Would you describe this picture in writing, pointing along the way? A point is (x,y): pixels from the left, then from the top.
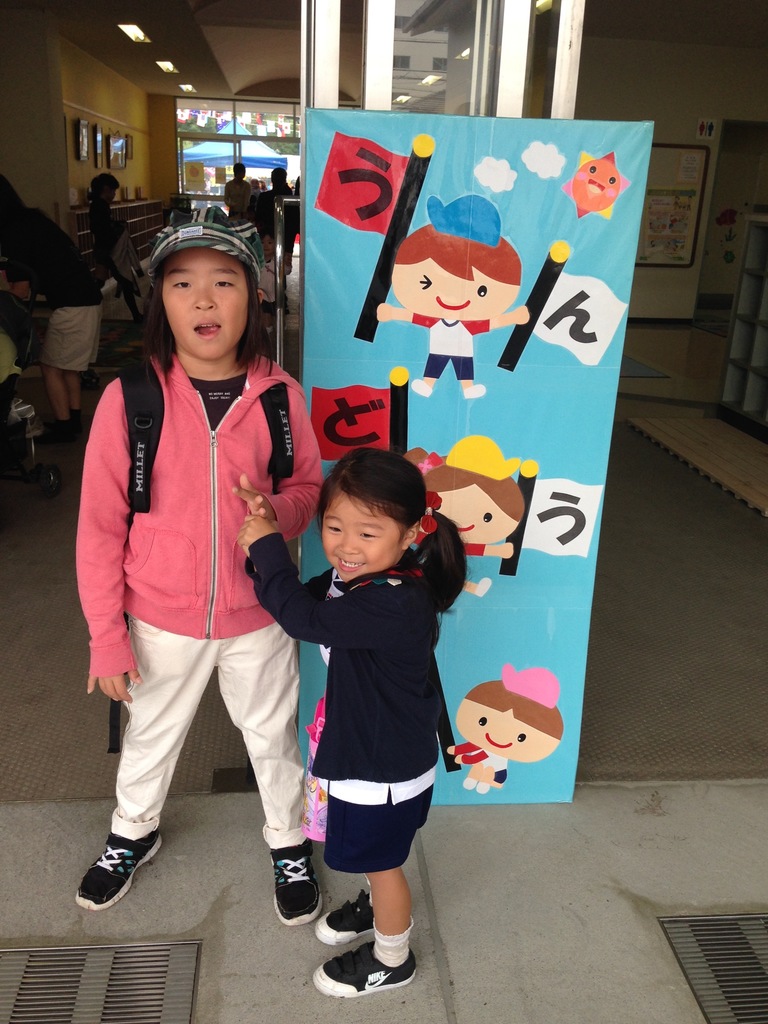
In this picture I can see couple of girls (255,632) standing and a girl (112,445) wore backpack (139,429) and I can see few people (37,282) standing in the back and I can see a board (510,212) with some cartoon pictures (430,325) on it and I can see a photo frame (675,228) on the wall (682,275) with some text (675,228) and I can see few lights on the ceiling (255,81) and looks like few photo frames (124,153) on the left side wall (55,166).
